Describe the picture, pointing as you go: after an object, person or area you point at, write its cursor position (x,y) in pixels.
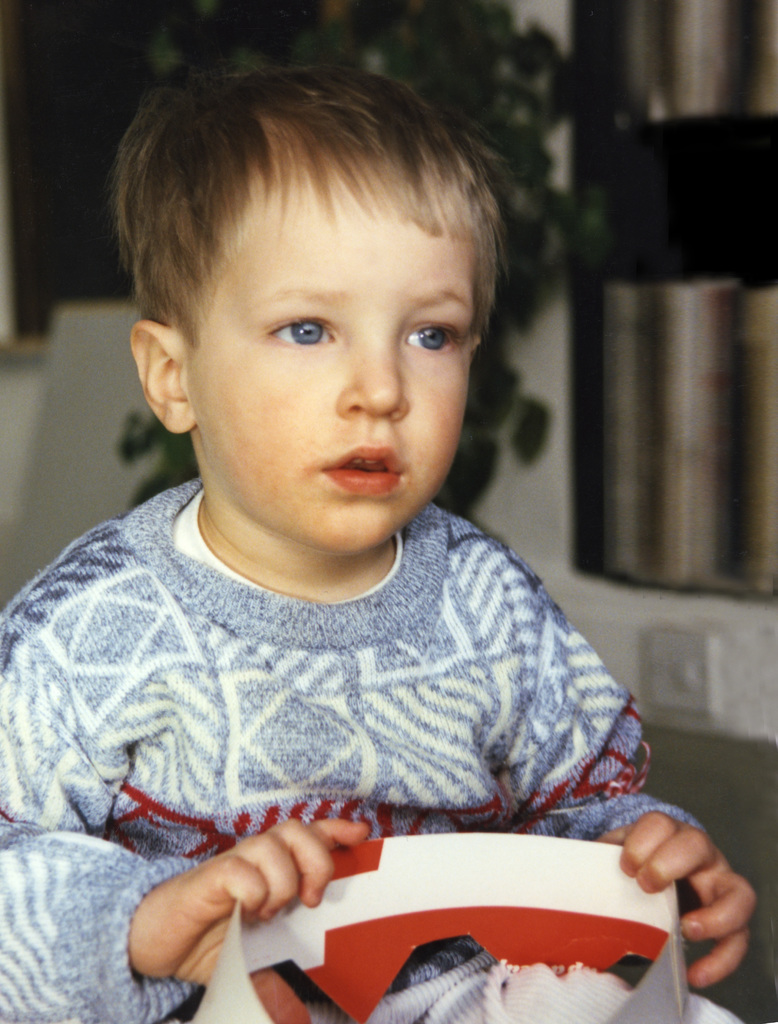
In this image we can see a boy (493,697) holding the paper bag (530,916) in his hands (690,976).
